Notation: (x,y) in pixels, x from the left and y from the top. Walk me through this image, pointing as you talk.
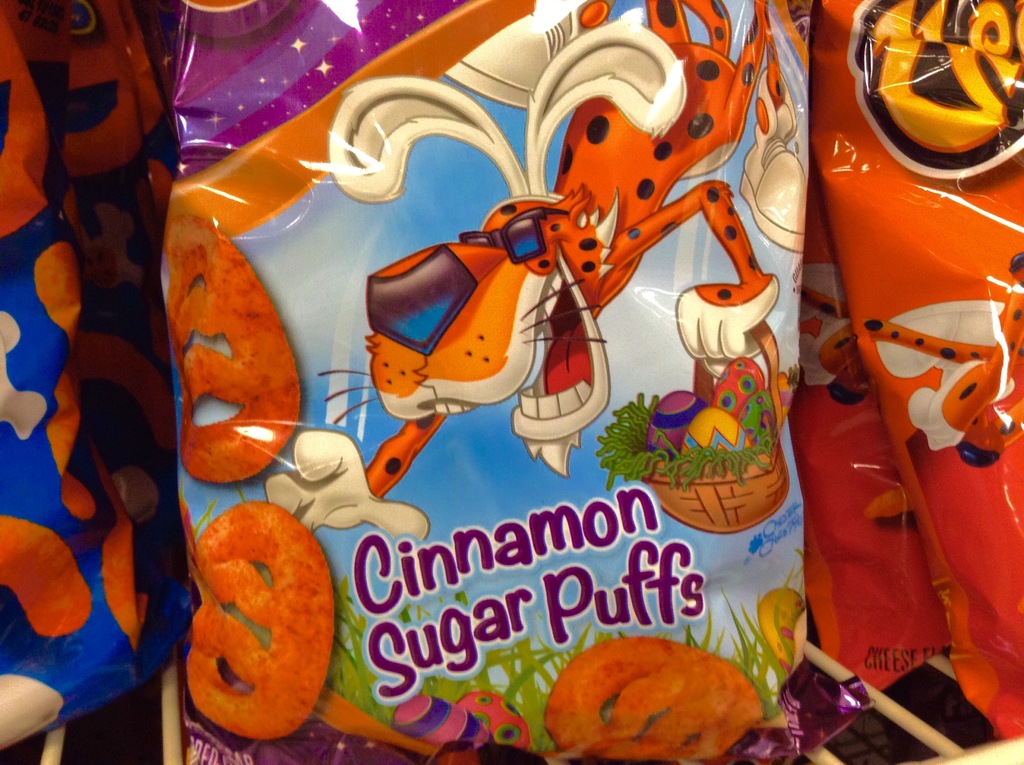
In the picture we can see a snacks packet (235,564) on it we can see some paintings (348,469) of cartoons (351,488).
